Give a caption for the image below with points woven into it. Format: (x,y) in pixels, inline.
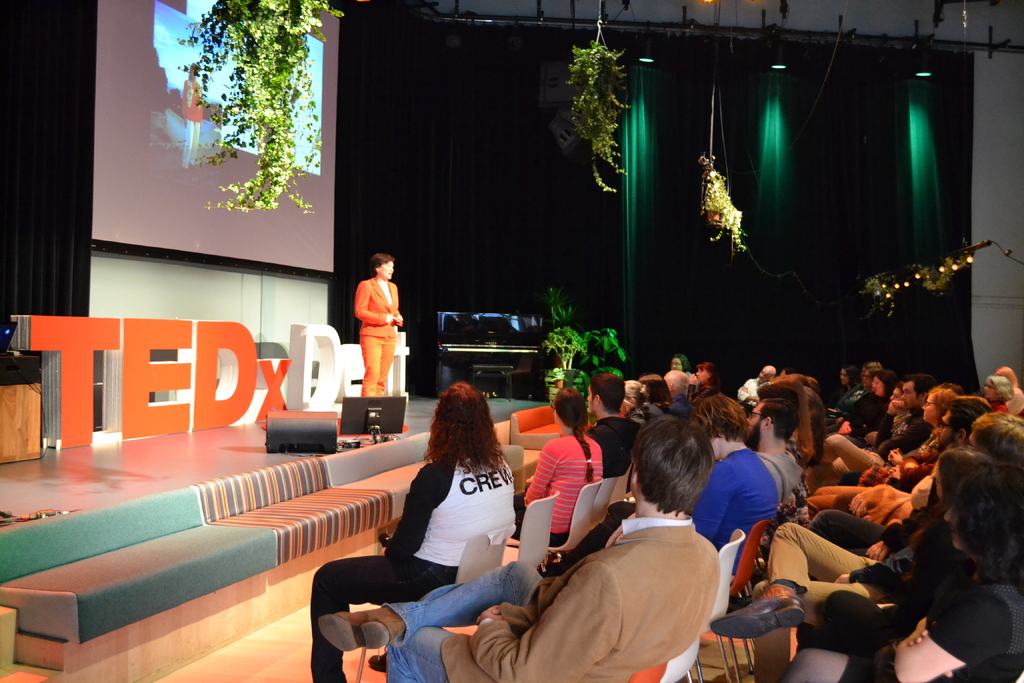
This is a tedx meeting. Where there is a screen (112,194) on the top (273,141) and plants (284,63) on the top (269,62). There are lights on the top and there is a black curtain (755,243) on the backside (767,243). There are so many chairs (478,571) and people (599,450) are sitting on the chairs (760,534). And there is a person (368,359) standing on the stage (408,419). There is a computer (380,429) in front of her. She is wearing orange color dress (381,354).
